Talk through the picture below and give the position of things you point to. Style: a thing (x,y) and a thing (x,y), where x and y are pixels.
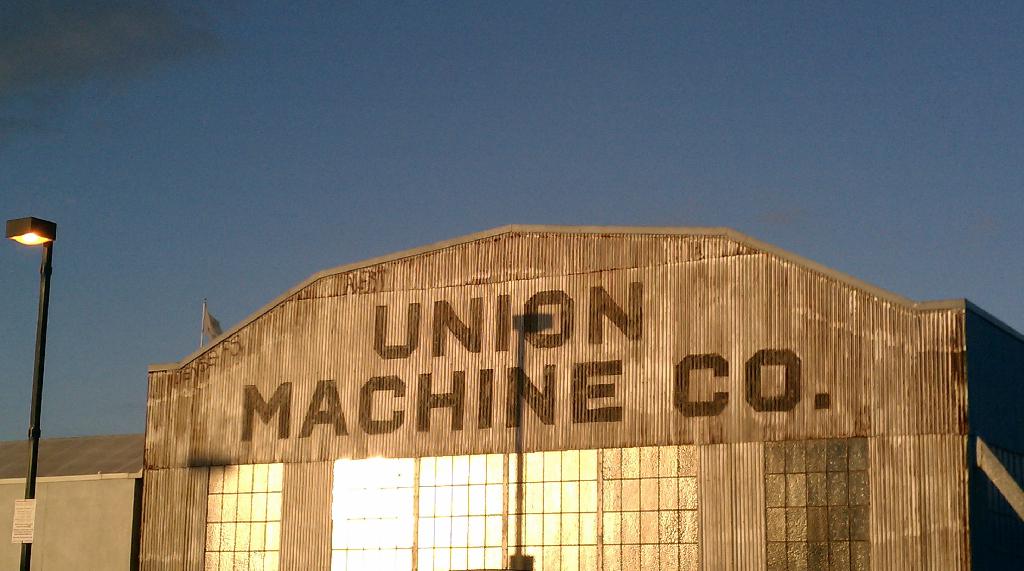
This image consists of a building (222,506) along with windows (434,514). On the left (34,405), there is a pole (24,559) along with lights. And we can see a text (403,348) on the building (278,452). At the top (220,101), there is sky (431,168).
